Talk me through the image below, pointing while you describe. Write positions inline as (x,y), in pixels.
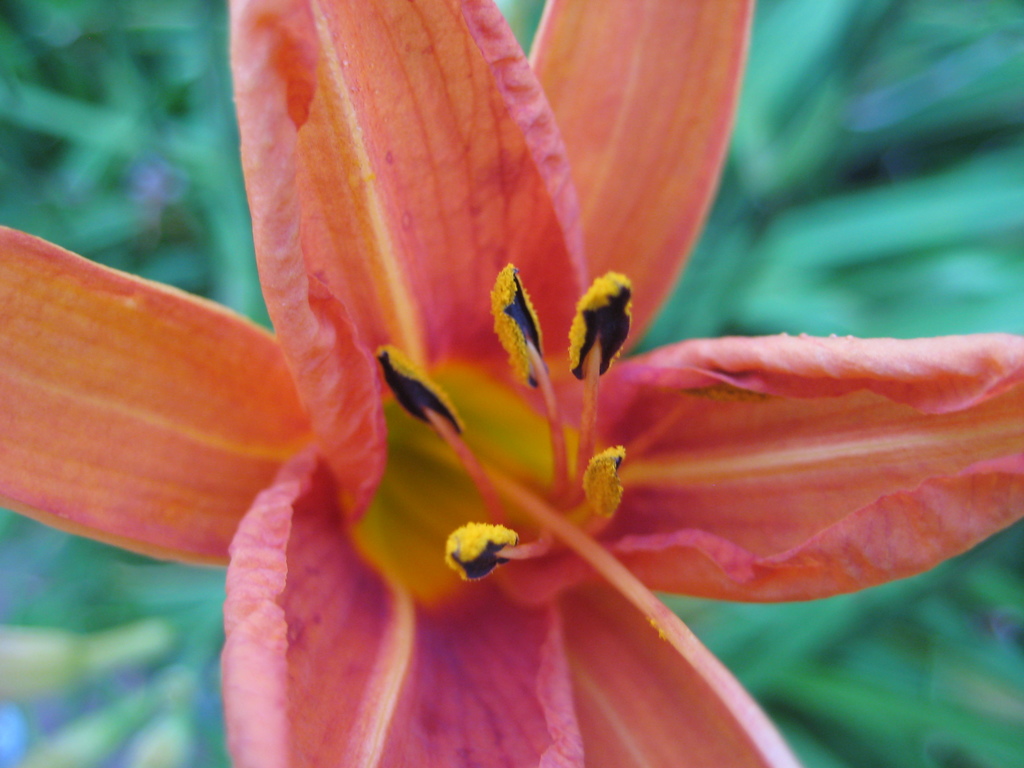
In this picture we can see a flower (761,391). In the background of the image (821,199) it is blue and green.
